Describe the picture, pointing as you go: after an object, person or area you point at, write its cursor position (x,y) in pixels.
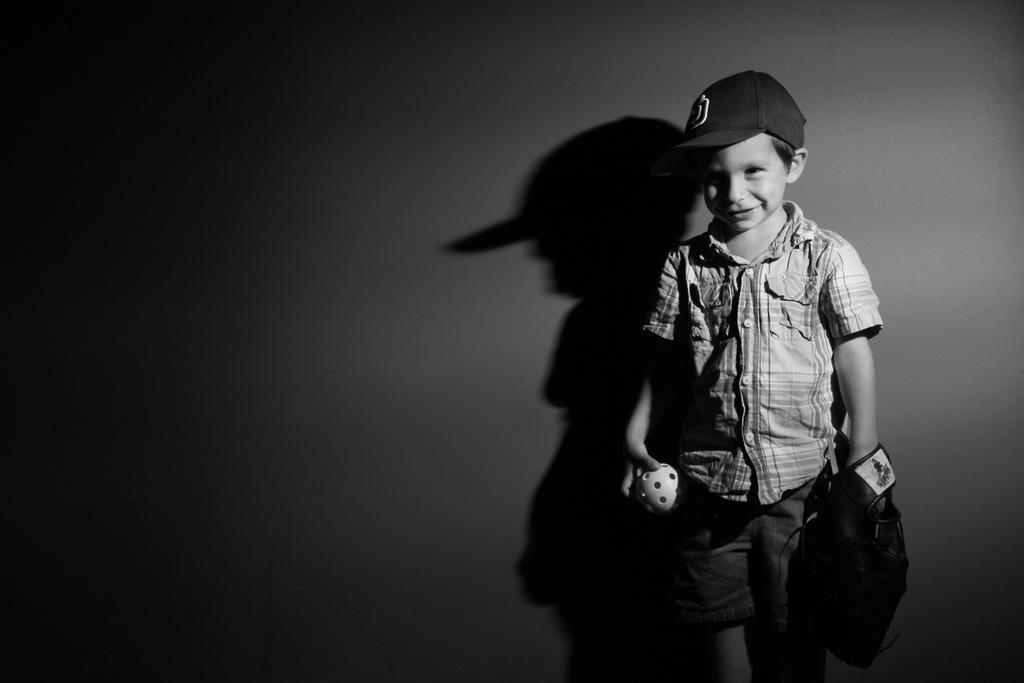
In this picture there is a boy (757,140) who is wearing cap (749,119), shirt (753,375), glove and short (698,548). He is smiling and holding a ball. Beside him I can see the shadow (573,607) of him on the wall (475,322).
